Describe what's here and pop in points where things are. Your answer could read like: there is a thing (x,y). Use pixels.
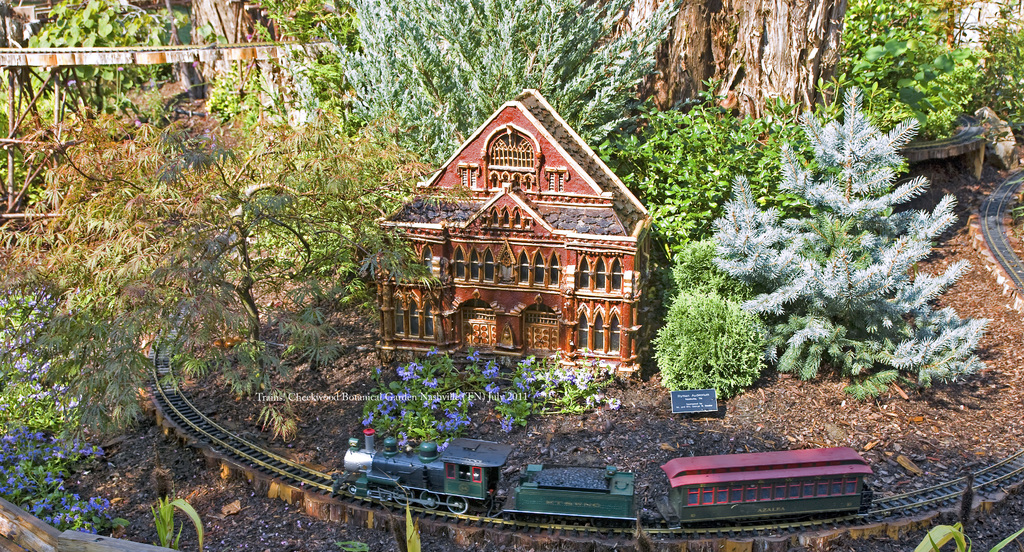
In this image I can see the train (570,517) on the track (606,529) and the train (485,484) is in green and red color. Background (524,301) I can see the building (472,212) in brown color, trees (507,16) in green color and I can see the bridge (236,48).
